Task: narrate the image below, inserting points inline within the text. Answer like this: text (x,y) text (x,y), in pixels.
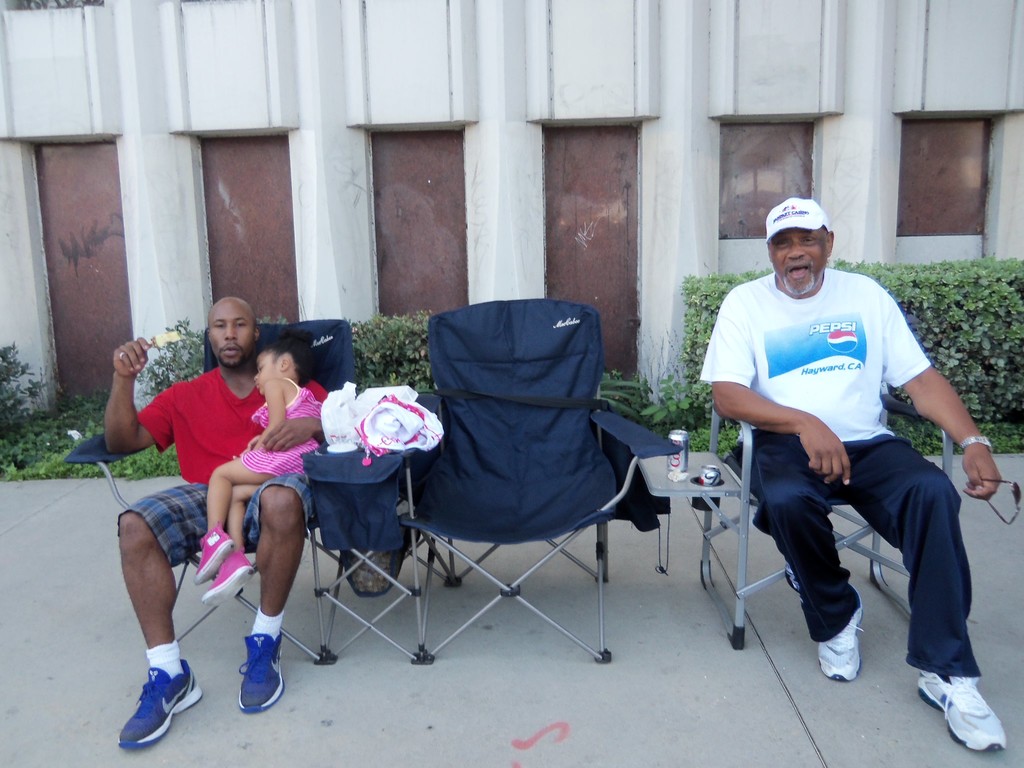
Here we see two men (118,363), and a girl (300,378) seated on the chair (188,563) and we see few plants (994,296) on their back.
